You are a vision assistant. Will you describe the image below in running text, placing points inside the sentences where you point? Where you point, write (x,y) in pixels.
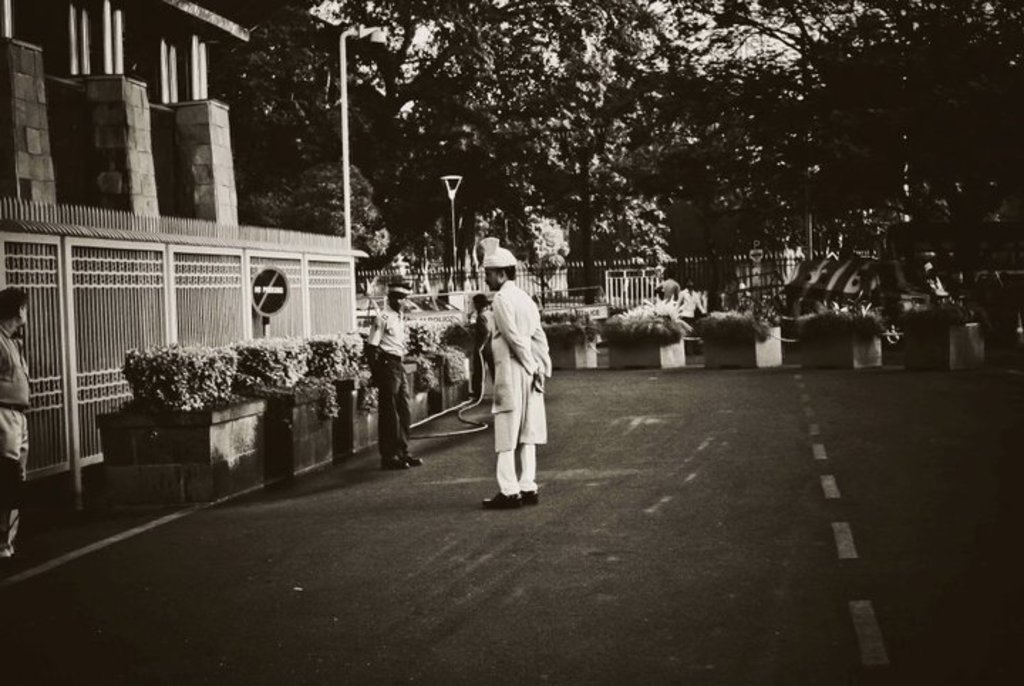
At the bottom of this image (569,603), there is a road (418,600), on which there are persons (514,352). One of them is holding a pipe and watering the plants (322,350). In the background (718,90), there are plants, trees (642,48), fences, a building (247,40), poles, persons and there is sky (779,35).
